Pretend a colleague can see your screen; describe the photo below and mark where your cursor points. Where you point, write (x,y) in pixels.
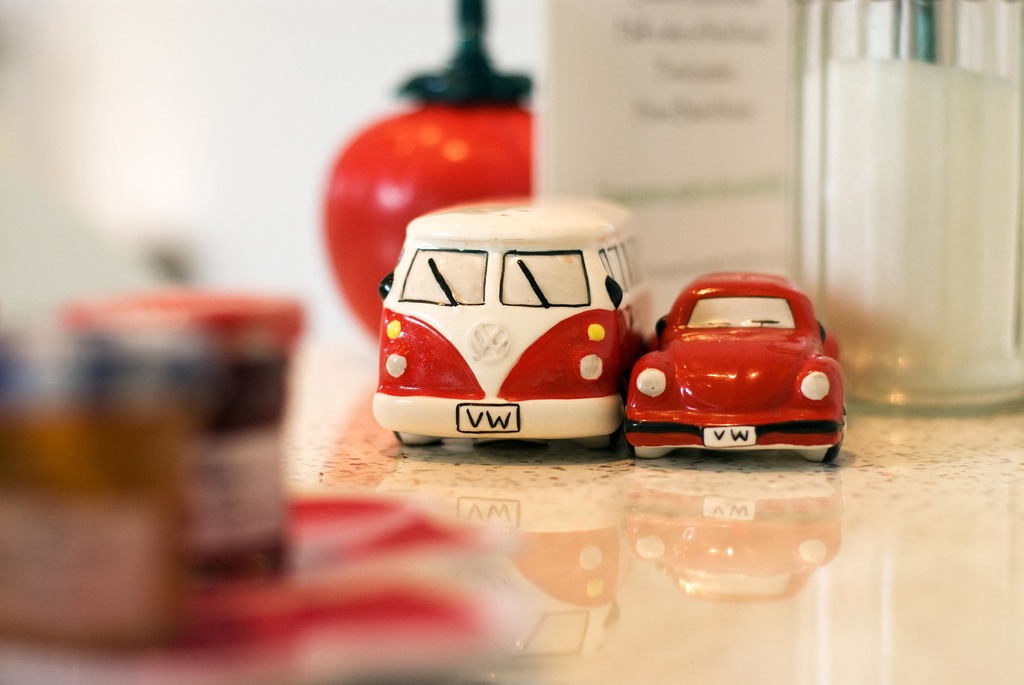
In this image we can see the toy vehicles (572,419) and also we can see some other objects (331,202) on the table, in the background (160,84), we can see the wall (283,53).
